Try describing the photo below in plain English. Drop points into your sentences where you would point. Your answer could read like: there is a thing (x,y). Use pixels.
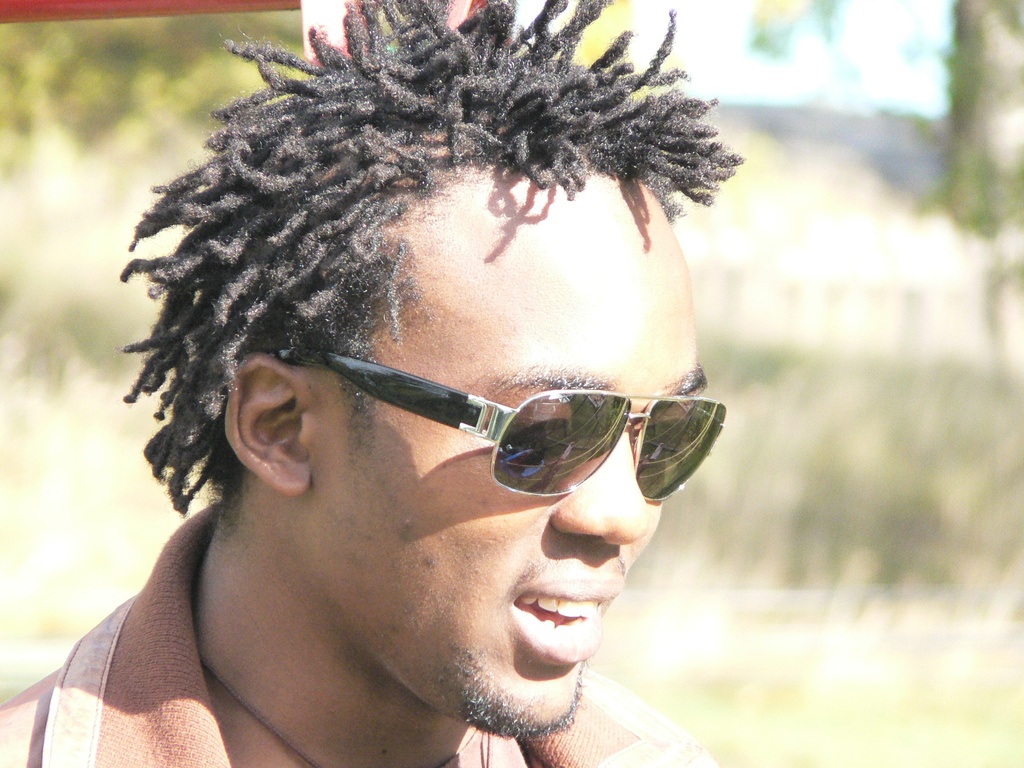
In the image we can see a man (185,681) wearing clothes (174,675) and goggles (501,434). This man (481,547) is smiling and the background (893,489) is blurred.
